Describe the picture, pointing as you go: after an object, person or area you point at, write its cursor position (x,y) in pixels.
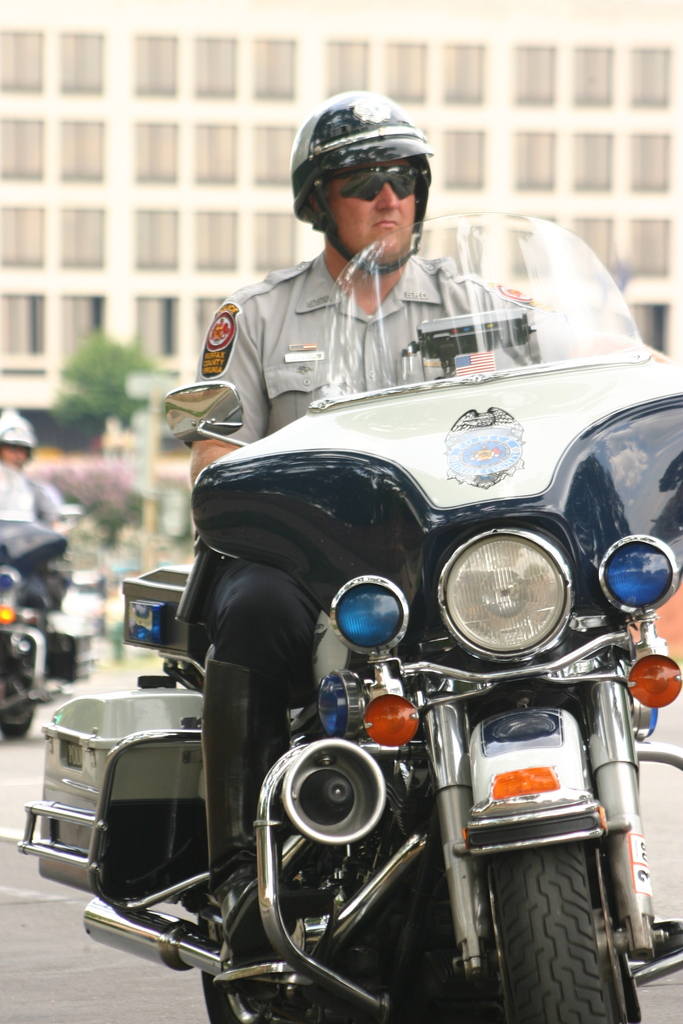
Here in this picture we can see a policeman (290,353) sitting on a bike (472,710). He is wearing black goggles (377,182) and black helmet (325,135) on his head (375,138). And to the left side (21,495) corner there is another policeman (23,476) sitting on the bike (8,618). And in the background (200,156) there we can see a building (214,212) and a tree (92,376).
